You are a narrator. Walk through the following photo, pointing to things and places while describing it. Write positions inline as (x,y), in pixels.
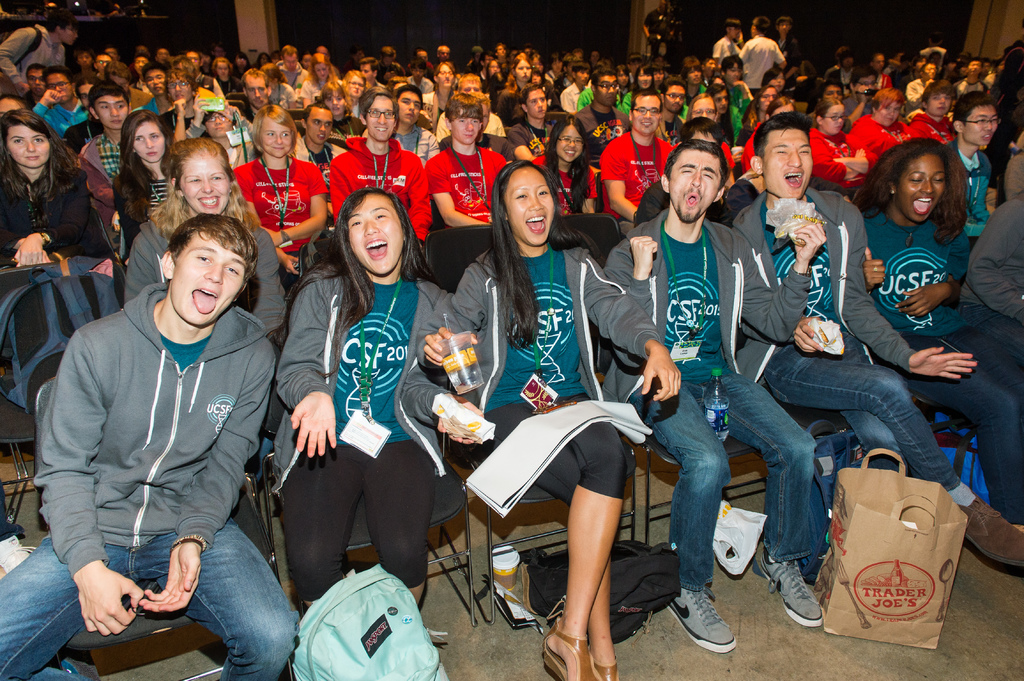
In the picture I can see a group of people (325,308) are sitting on chairs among them some are holding objects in hands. I can also see bags (912,559) and some other objects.
